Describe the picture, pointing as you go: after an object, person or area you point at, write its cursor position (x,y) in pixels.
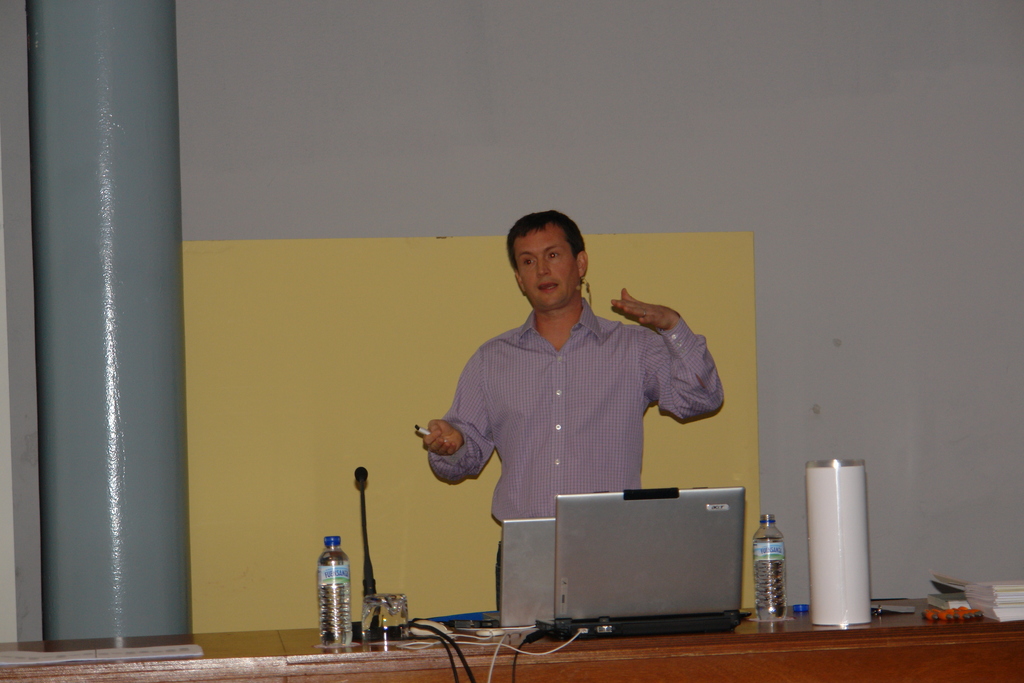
In this image there is a table (897,651) having laptops (555,592), bottles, books (954,607), mike (360,622), glass (364,603) and few objects (435,627). Behind the table (969,640) there is a person (540,467) standing. He is holding a pen (417,426). Behind him there is a board (334,338). Left side (74,380) there is a pillar (135,381). Background (828,174) there is a wall (340,176).
